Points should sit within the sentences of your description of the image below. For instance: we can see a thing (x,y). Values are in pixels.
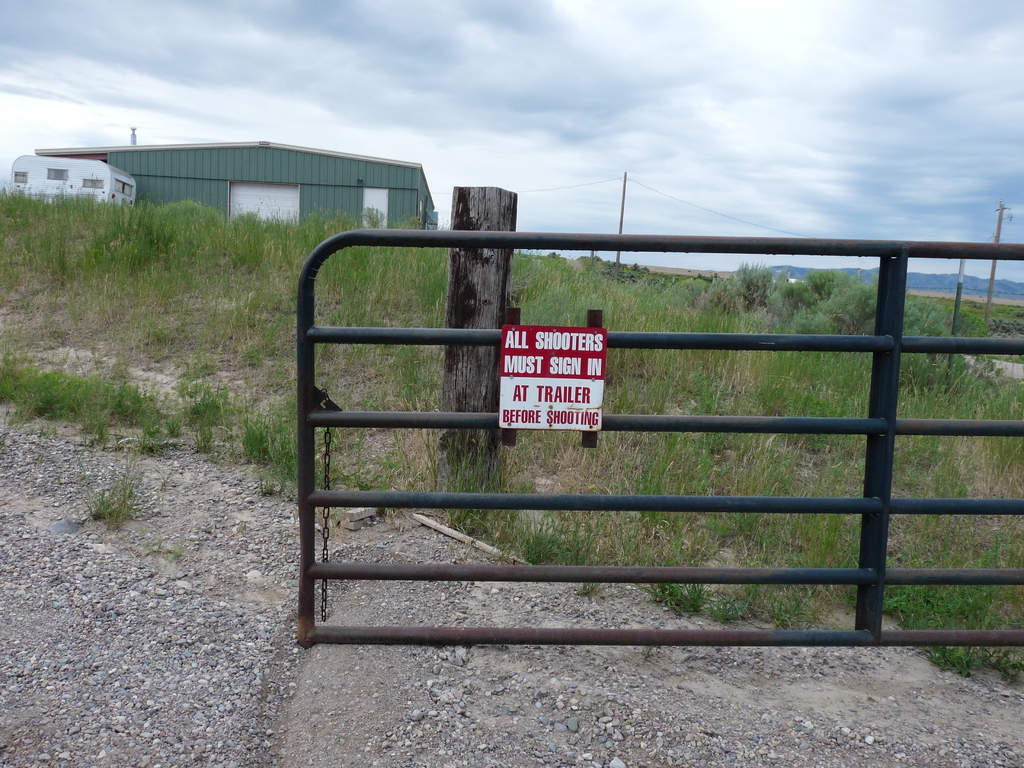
In the center of the image (526,323) we can see a barricade (897,369), board (520,365), house (280,199), grass (417,283), poles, wires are present. At the top of the image (633,88) clouds (666,88) are present in the sky (661,105). At the bottom of the image (180,631) ground (165,645) is there.
